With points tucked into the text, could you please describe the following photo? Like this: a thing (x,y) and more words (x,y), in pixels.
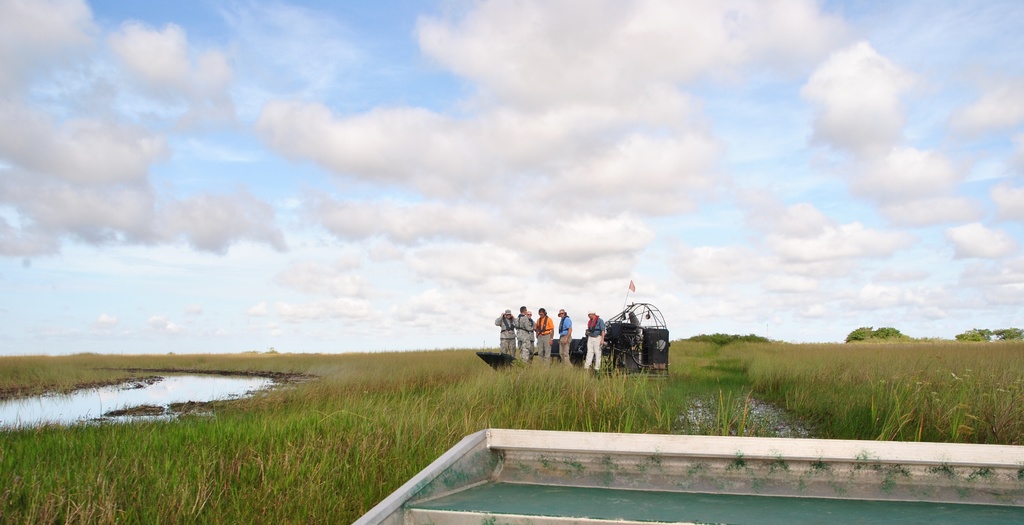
In this picture there are few persons (565,336) and an object (577,350) on a greenery ground (591,373) and there is water (105,400) in the left corner (49,405) and the sky (410,163) is cloudy.
